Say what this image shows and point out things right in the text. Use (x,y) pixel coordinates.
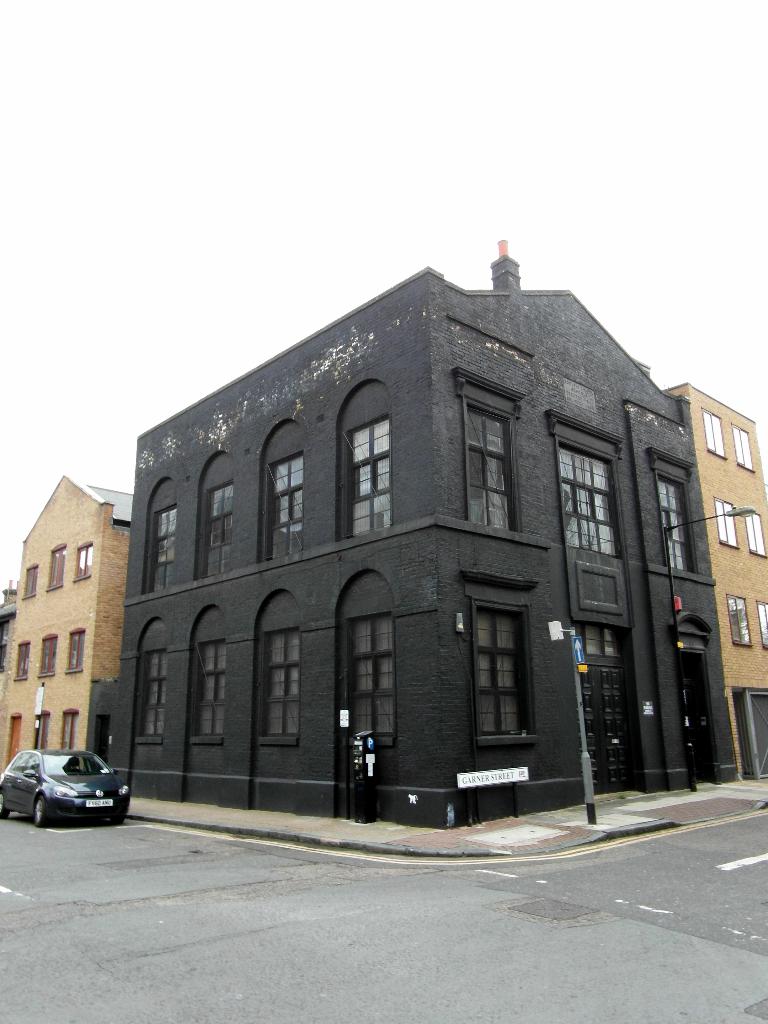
In this center of the image (488,680) we can see a group of buildings (599,621) with windows (495,699) and doors (623,714). To the left side (107,809), we can see a car (37,785) parked on the road (93,869). To the right side (593,818), we can see a pole (585,739) on the path (614,812). In the background (644,230), we can see the sky (371,159).
